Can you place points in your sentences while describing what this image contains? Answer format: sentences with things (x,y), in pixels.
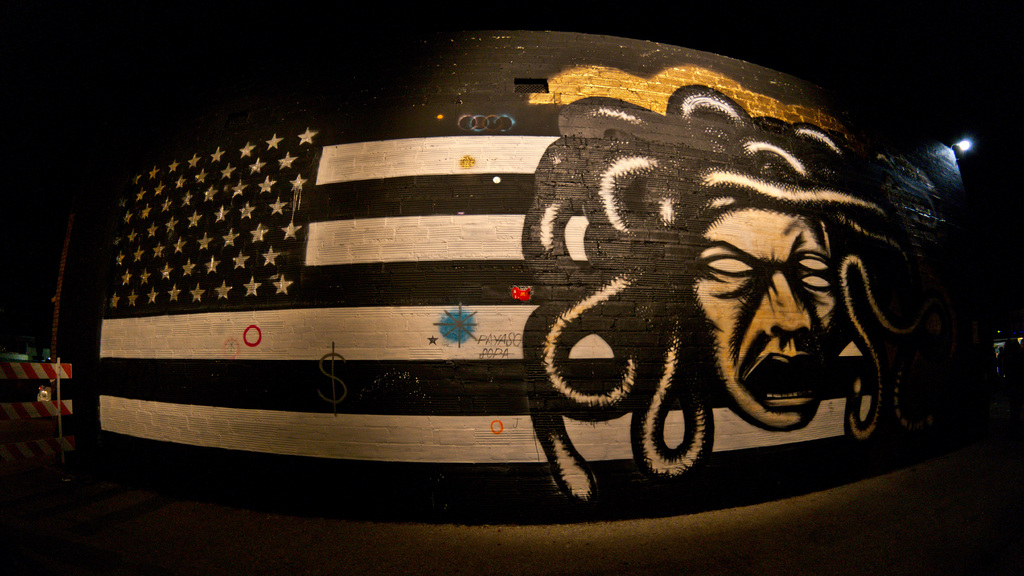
In the image we can see there is a wall (811,328) painted and there is a cartoon face (759,337) of a person (721,302) on the wall (790,288). There is a painting (209,422) of USA flag (455,366) and the painting (505,317) is done with black and white colours. Background of the image (31,357) is dark.
